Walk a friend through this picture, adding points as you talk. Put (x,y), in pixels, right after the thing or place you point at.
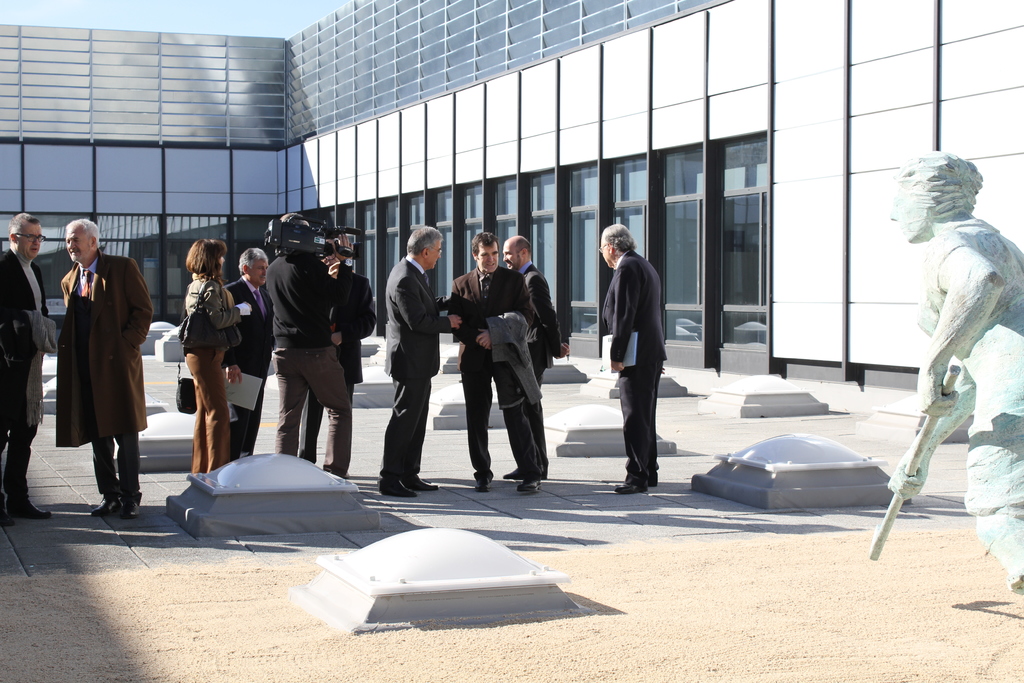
In this image we can see people (334,374) standing. At the bottom (547,601) there are skylights (821,473). On the right (937,346) we can see a statue (981,259). At the bottom (353,660) there is sand (549,641). In the background (274,204) there is a building (479,183) and sky (199,5).
